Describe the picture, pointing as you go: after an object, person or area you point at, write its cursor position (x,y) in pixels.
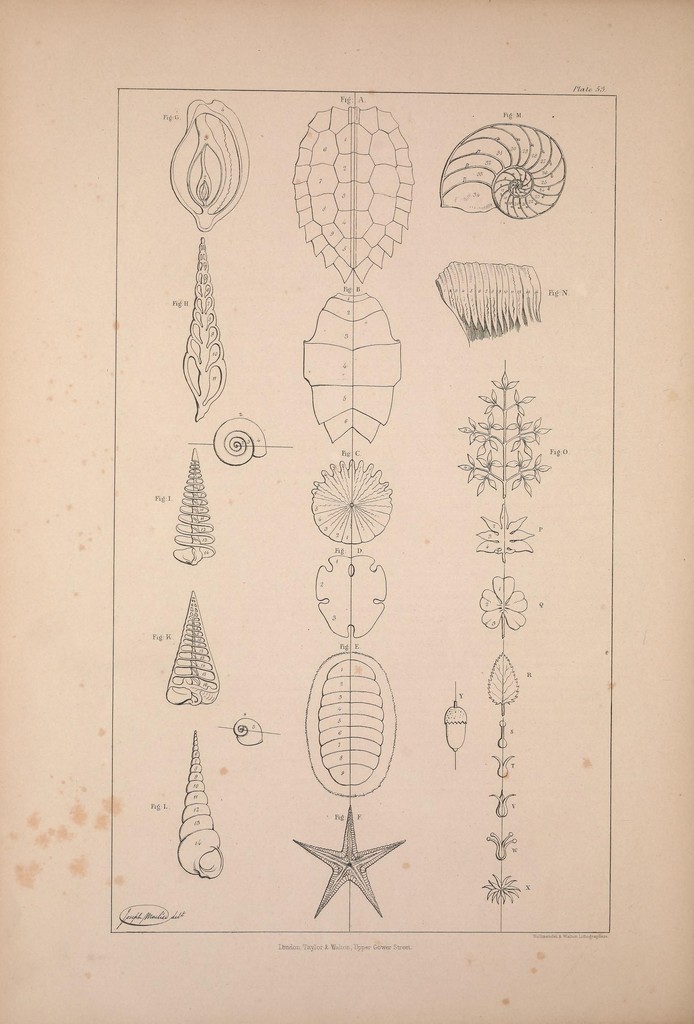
In this image, we can see few figures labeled with numbers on the white surface (417,582). At the bottom of the image (358,944), we can see some text (308,947).
